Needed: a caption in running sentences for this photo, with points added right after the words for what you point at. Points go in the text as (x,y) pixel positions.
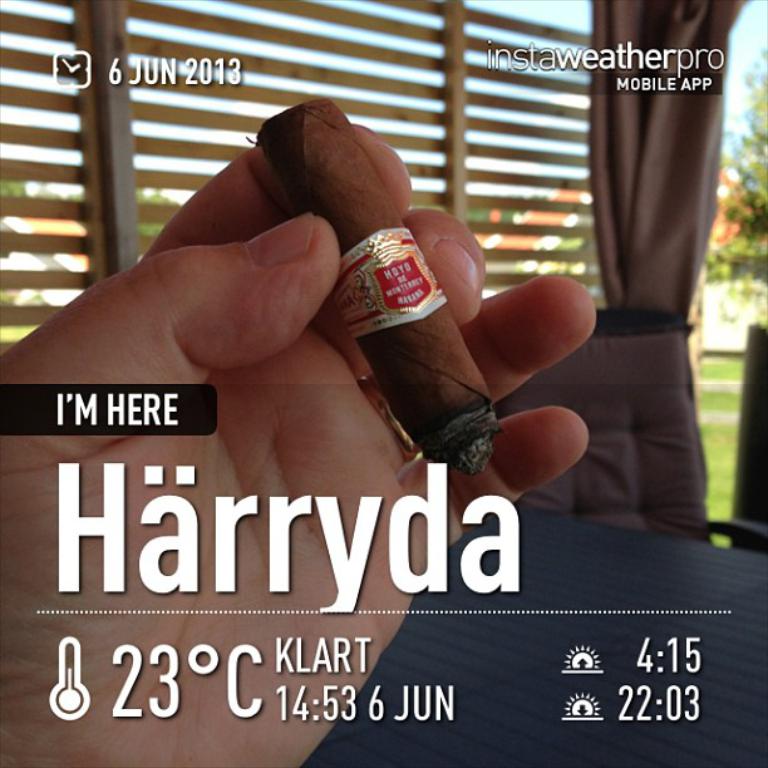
Here we can see a hand (519,456) of a person (368,420) holding a cigar (428,349). In the background (416,118) we can see a chair (672,471), curtain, grass (725,456), wall (730,316), trees (732,270), and sky (733,80).
